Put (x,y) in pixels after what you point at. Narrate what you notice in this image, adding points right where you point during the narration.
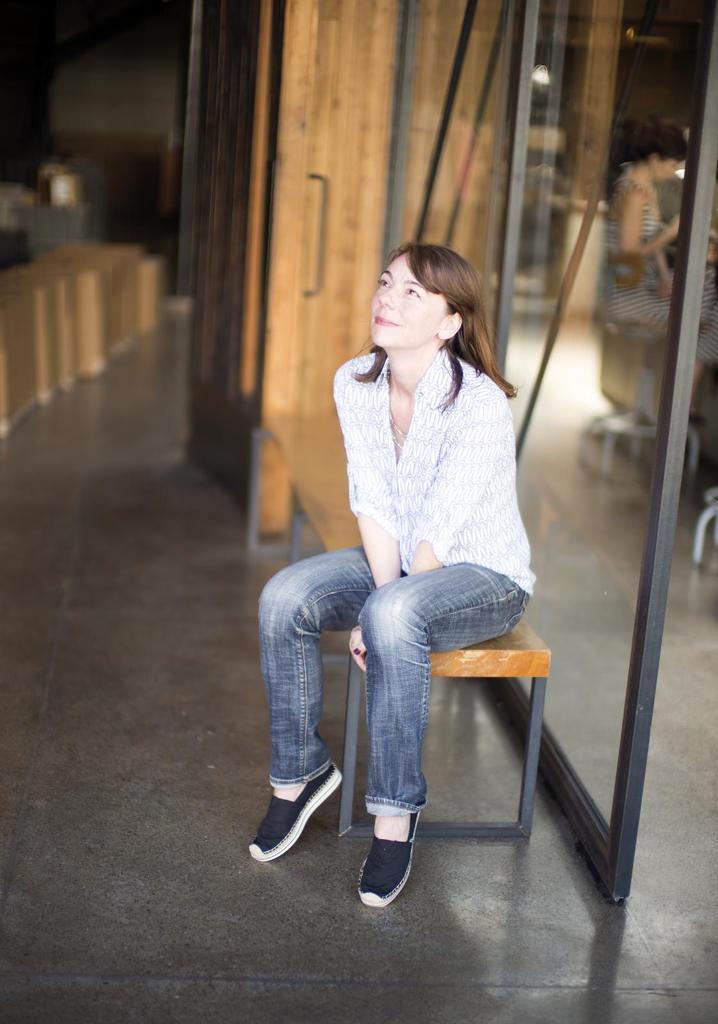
In this image I can see woman (489,629) is sitting on the stool (506,643). Back I can see glass windows (592,430) and few people (632,219). Background (653,206) is blurred.
